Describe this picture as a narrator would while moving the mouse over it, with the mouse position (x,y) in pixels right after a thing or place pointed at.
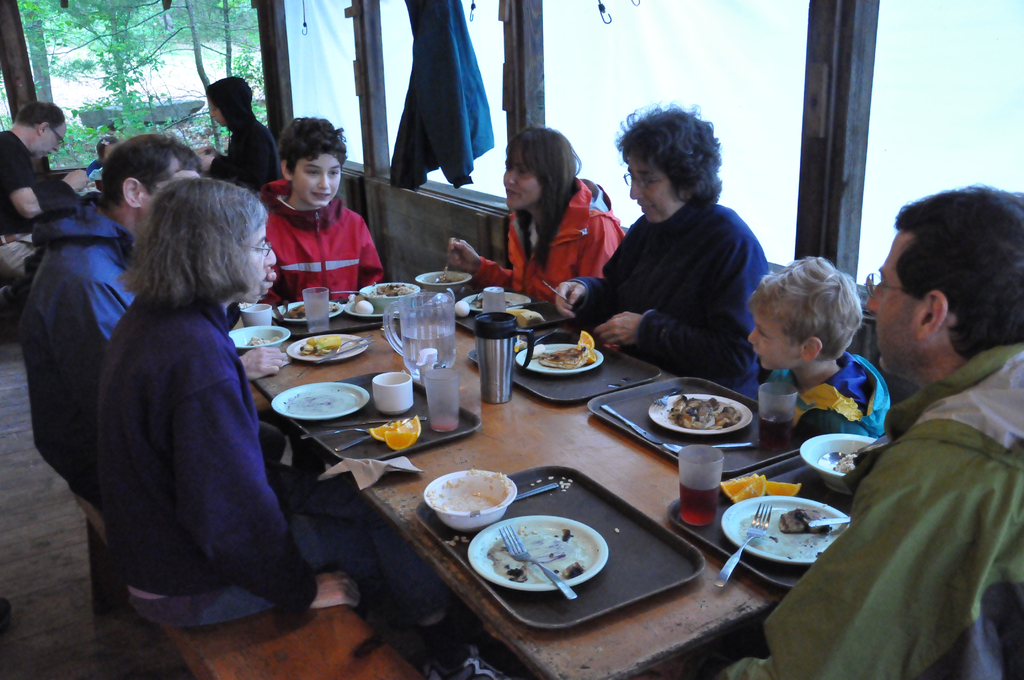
There are group of persons (564,251) sitting on the table (367,434) having their food (394,287) and there is a jug (435,308) of water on the table (418,320) and glasses (707,474) which contains different soft drinks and water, left side of the image (243,148) there are three persons (242,146) sitting over there having their food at the left (121,25) there are trees (162,49) which we can see through window (135,89) and at the middle of the image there is a jacket (445,62) which is hanged to the window (480,33).
